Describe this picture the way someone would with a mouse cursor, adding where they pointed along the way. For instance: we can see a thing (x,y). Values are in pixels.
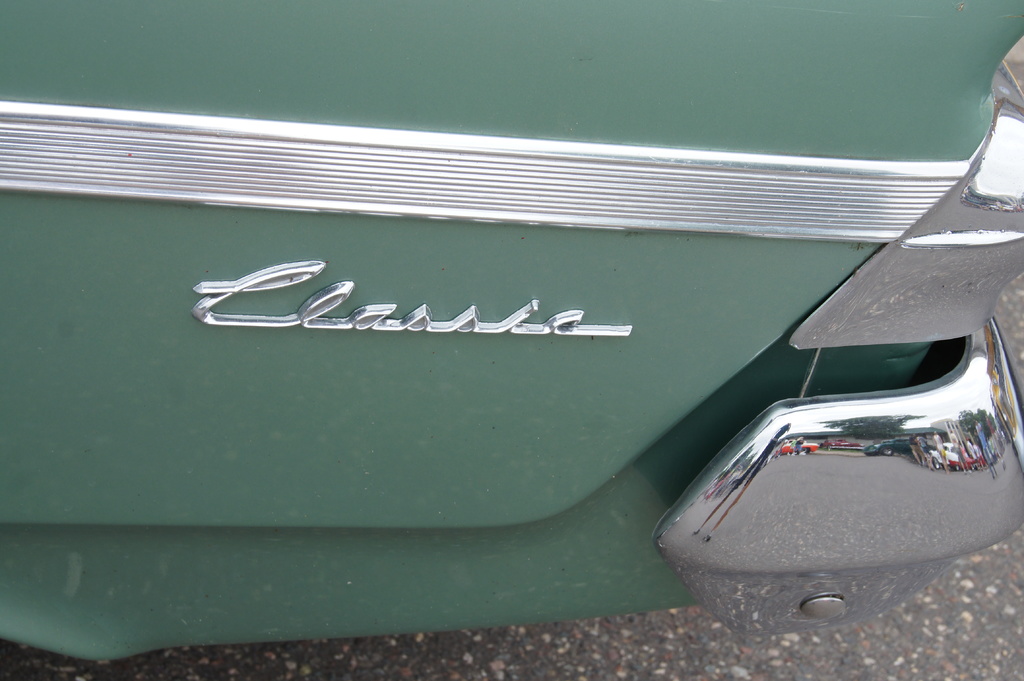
In the image we can see a vehicle (806,329) on the road (357,676). On the vehicle (294,243) we can see a logo (604,329).
